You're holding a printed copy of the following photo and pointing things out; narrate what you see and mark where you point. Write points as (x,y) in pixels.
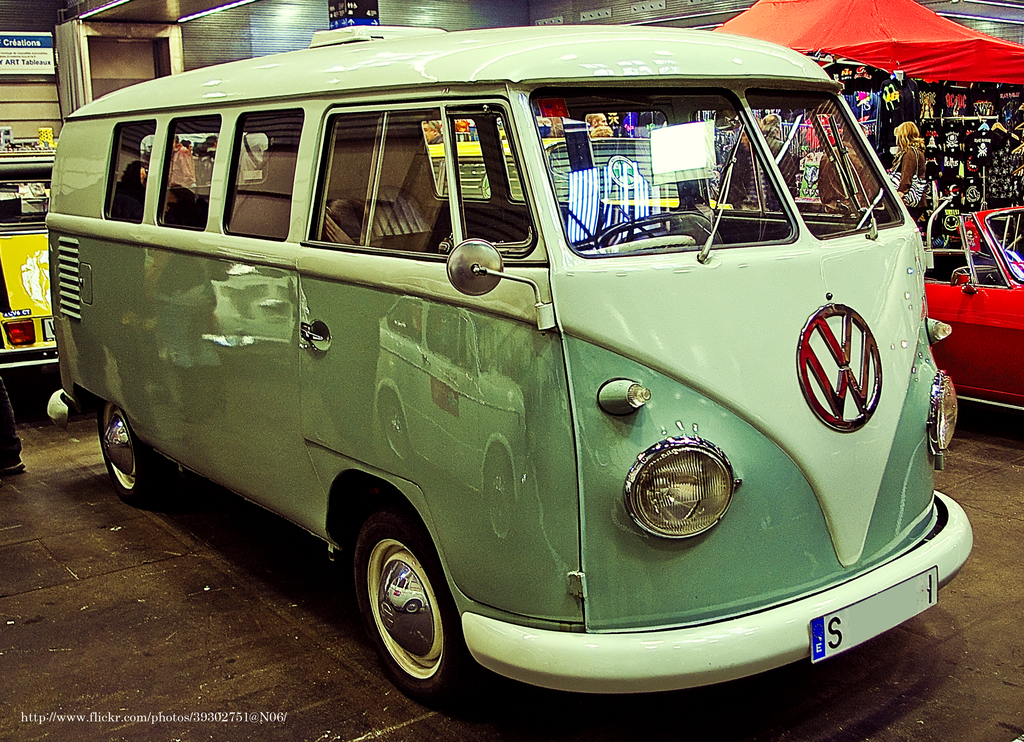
In the picture we can see a van (914,600) parked on the floor (97,651), which the van (114,387) is green in color and behind the van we can see a vehicle (24,262) which is yellow in color and beside the van (122,377) we can see a car (984,361) which is red in color and near it we can see some things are placed under the red color cloth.
